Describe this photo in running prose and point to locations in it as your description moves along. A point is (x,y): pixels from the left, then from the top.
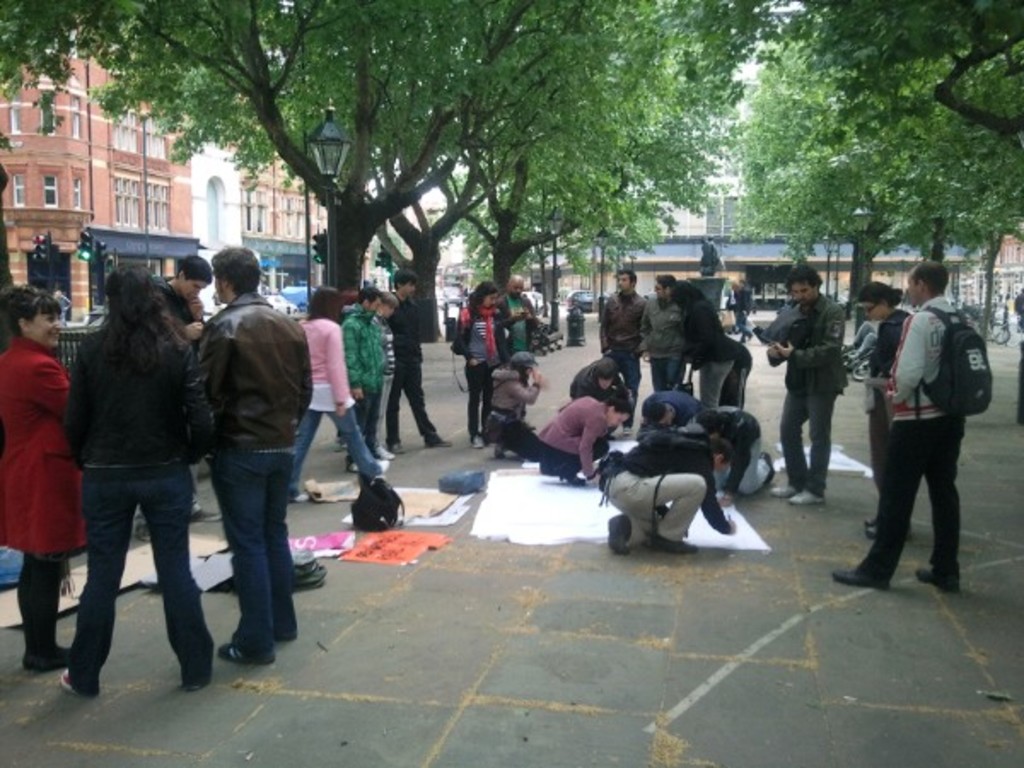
In this image there is path (855,641), on that path (487,552) people (635,524) are doing different activities, on either side of the path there are green trees (888,94) and pole (331,254), in the middle (661,266) there is a statue (708,274) and building (752,242), in the left side (52,175) there is a building (240,222) and signal poles (98,257), there is a road (290,308) on that road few vehicles (307,298) are moving.
